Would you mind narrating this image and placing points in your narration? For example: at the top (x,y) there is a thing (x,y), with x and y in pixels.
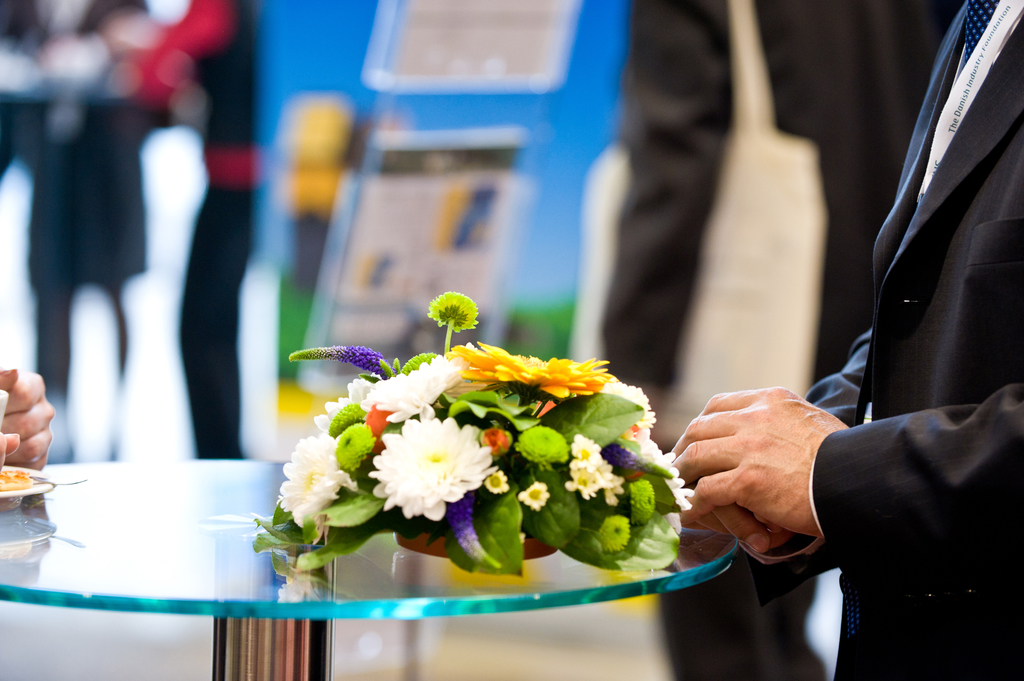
In this image I can see few flowers (506,565) in multi color and the flowers (592,553) are on the glass table (392,572). I can also see a person (899,505) standing and the person (850,513) is wearing black color blazer (905,491), and I can see blurred background (23,290).
